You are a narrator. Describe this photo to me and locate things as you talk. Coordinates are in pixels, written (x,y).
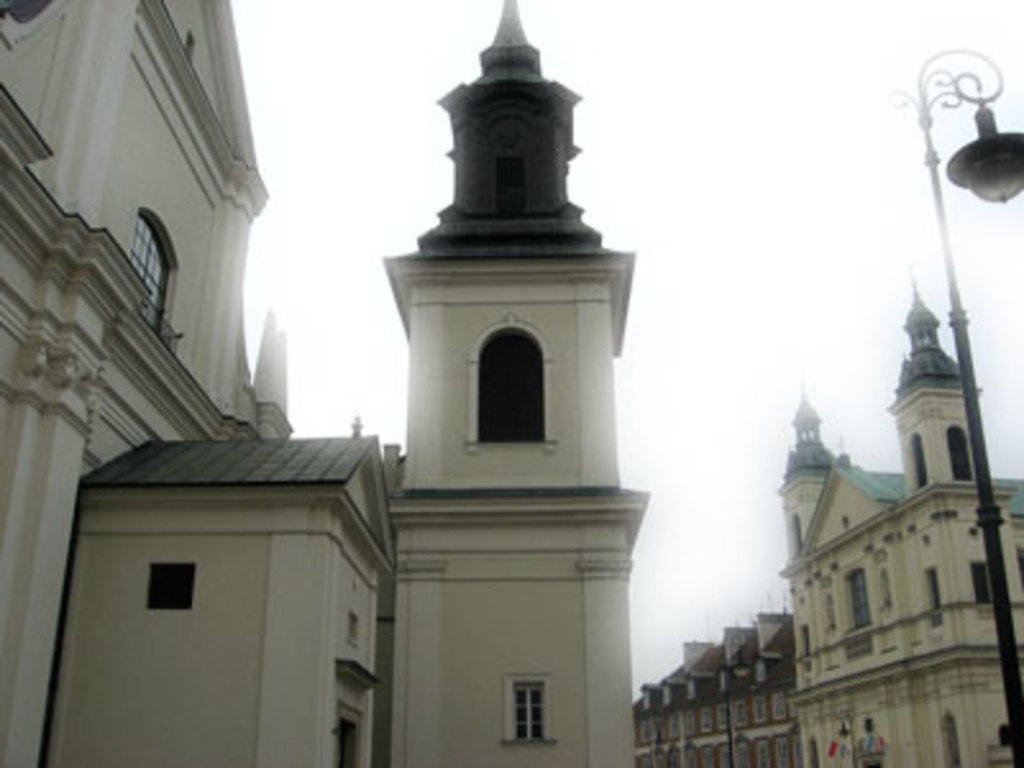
In this image, there are a few buildings (1015,581). We can see a pole (999,591) with the light (989,165). We can see the sky (769,343).
